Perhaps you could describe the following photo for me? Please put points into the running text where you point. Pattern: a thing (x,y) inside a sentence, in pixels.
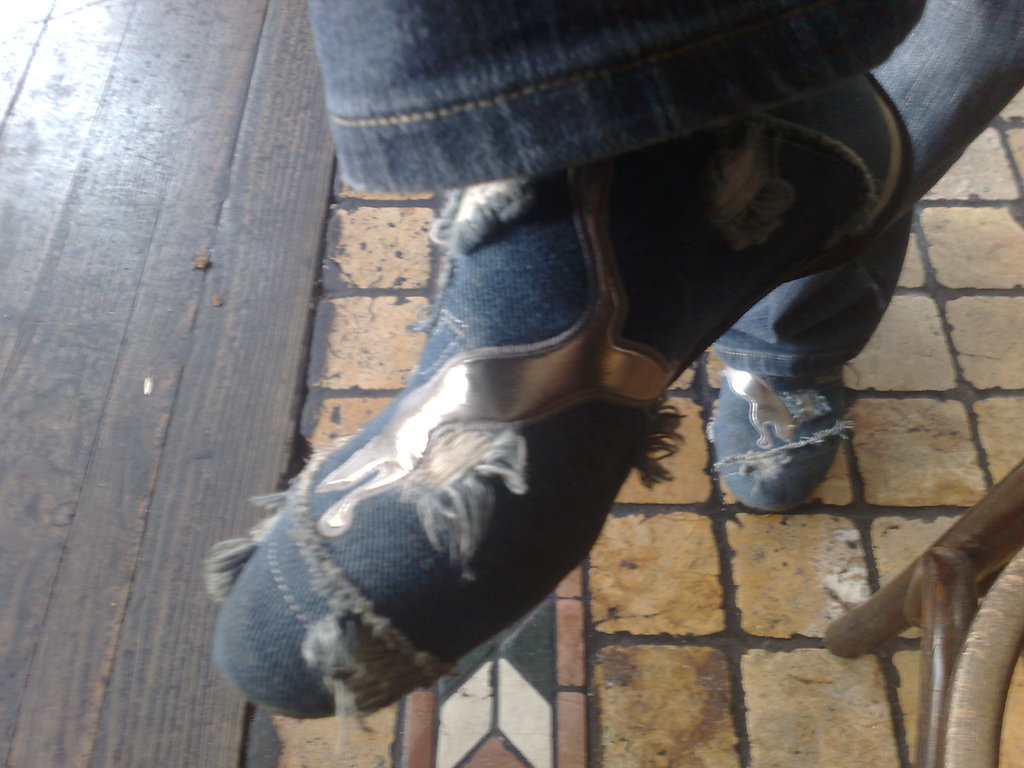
In this image we can see the person's leg (390,173) wearing shoes (441,452) is raised above the floor (392,275). In the background (141,719), we can see the wooden flooring (12,587) here.
